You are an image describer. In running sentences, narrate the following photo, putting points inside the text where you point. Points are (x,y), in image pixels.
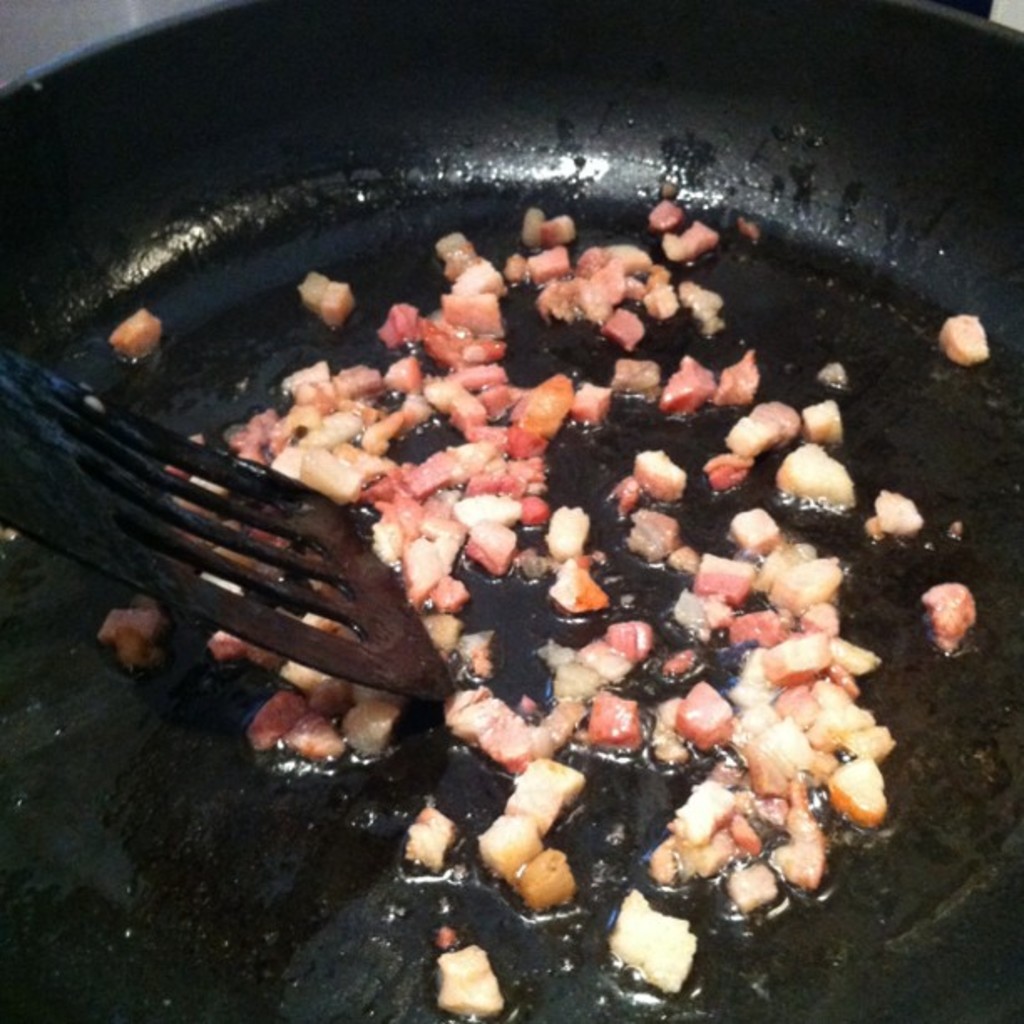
In this image I see the frying pan (817,209) which is of black in color and I see an utensil (141,524) which is of black in color and I see pieces of food (567,286) which is of white and red in color.
